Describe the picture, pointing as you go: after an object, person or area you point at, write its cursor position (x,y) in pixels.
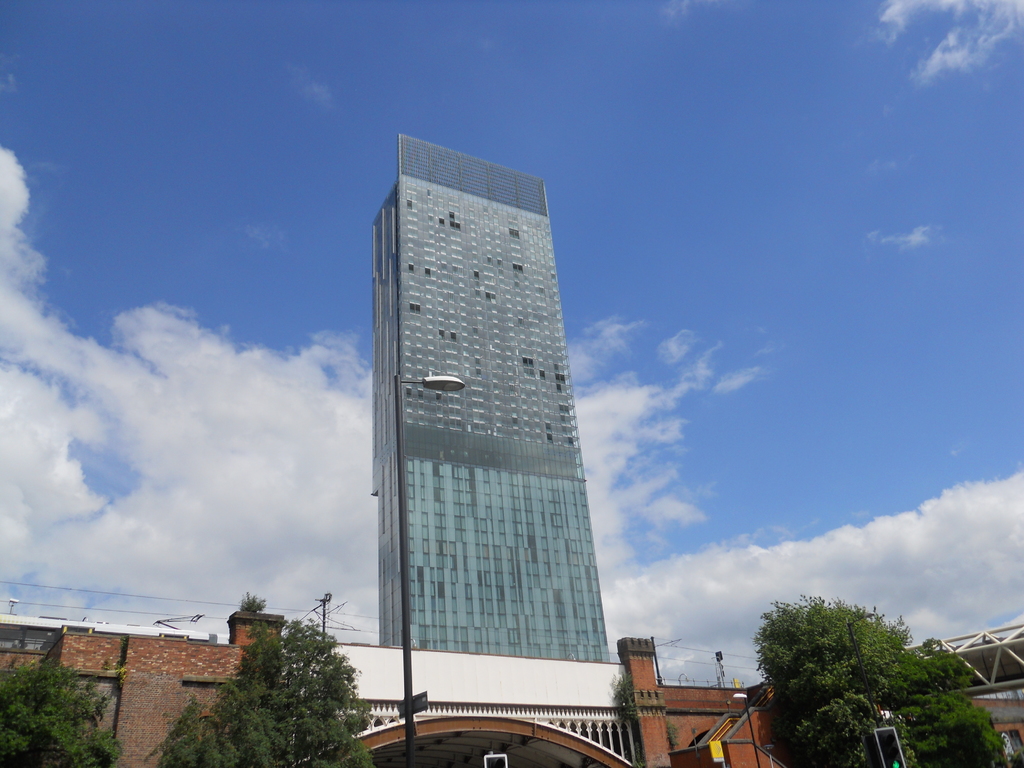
In this picture I can see few trees (776,656) in front (38,702) and I see a light pole (405,469). In the middle of this picture (417,339) I see the buildings (664,743) and on the left side of this image (37,631) I see a train (51,626). In the background (891,19) I see the sky (786,260).
